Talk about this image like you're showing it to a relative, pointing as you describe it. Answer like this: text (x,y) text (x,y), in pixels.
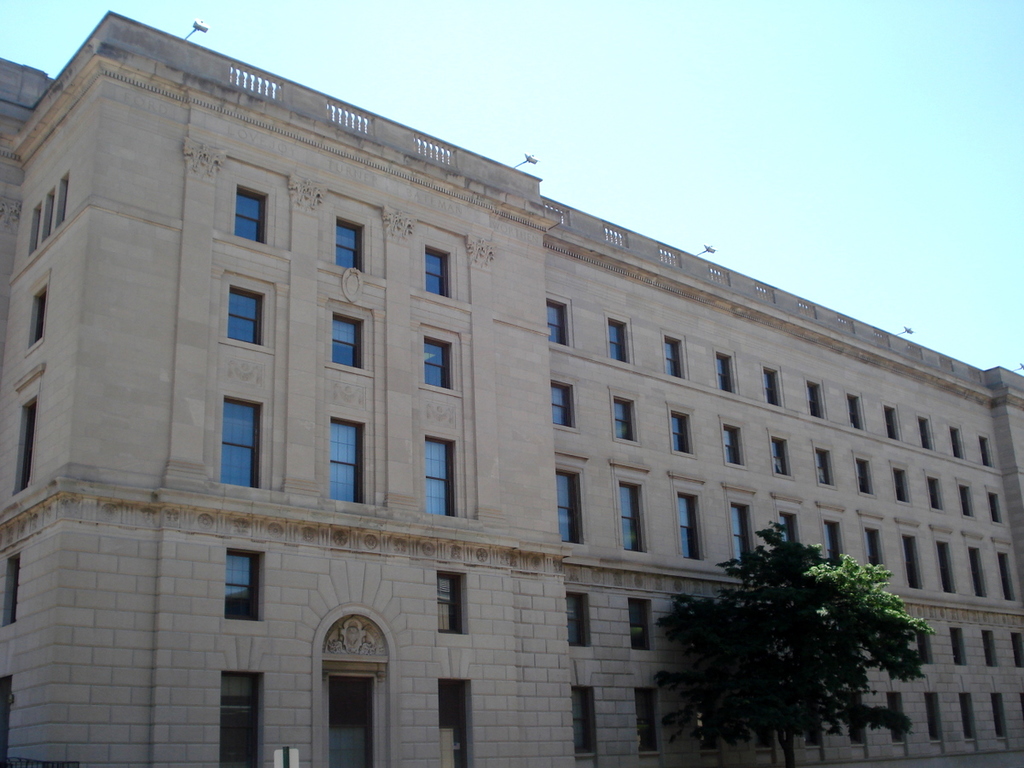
In this image we can see a building (417,402) with windows (899,473) and door (360,705). There is a tree (785,563). At the top of the image (572,84) there is sky (569,54).
